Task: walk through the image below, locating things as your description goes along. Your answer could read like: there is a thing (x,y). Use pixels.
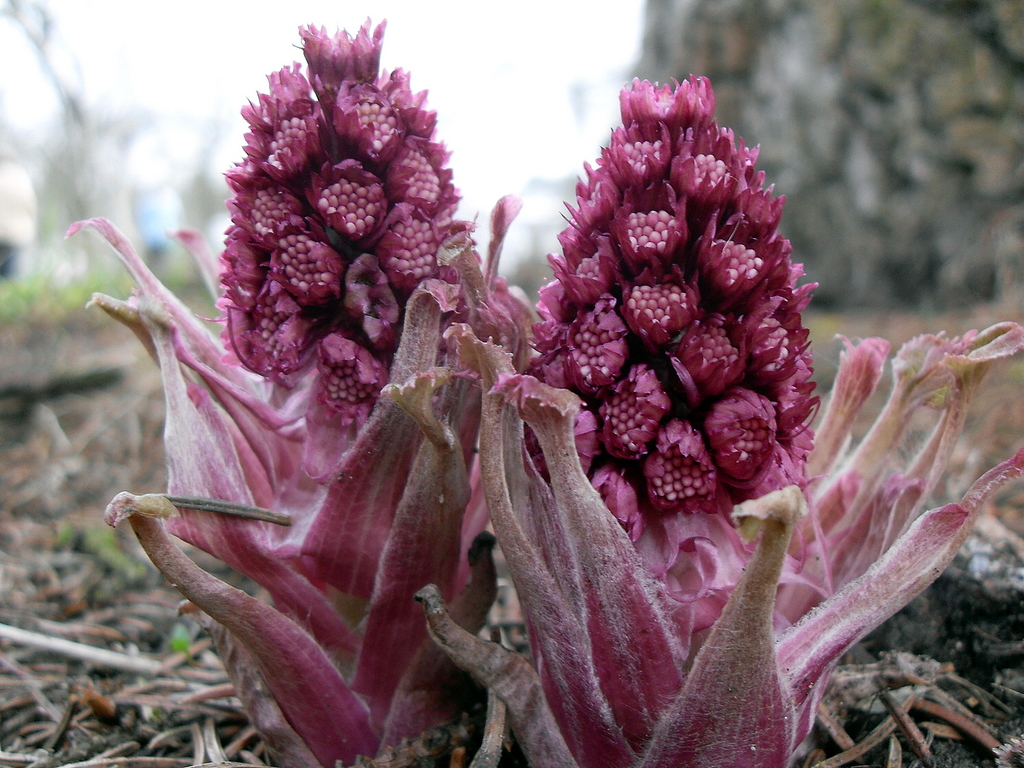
In this image we can see flowers (600,230) on plants (710,757). In the background (811,102) it is blur.
